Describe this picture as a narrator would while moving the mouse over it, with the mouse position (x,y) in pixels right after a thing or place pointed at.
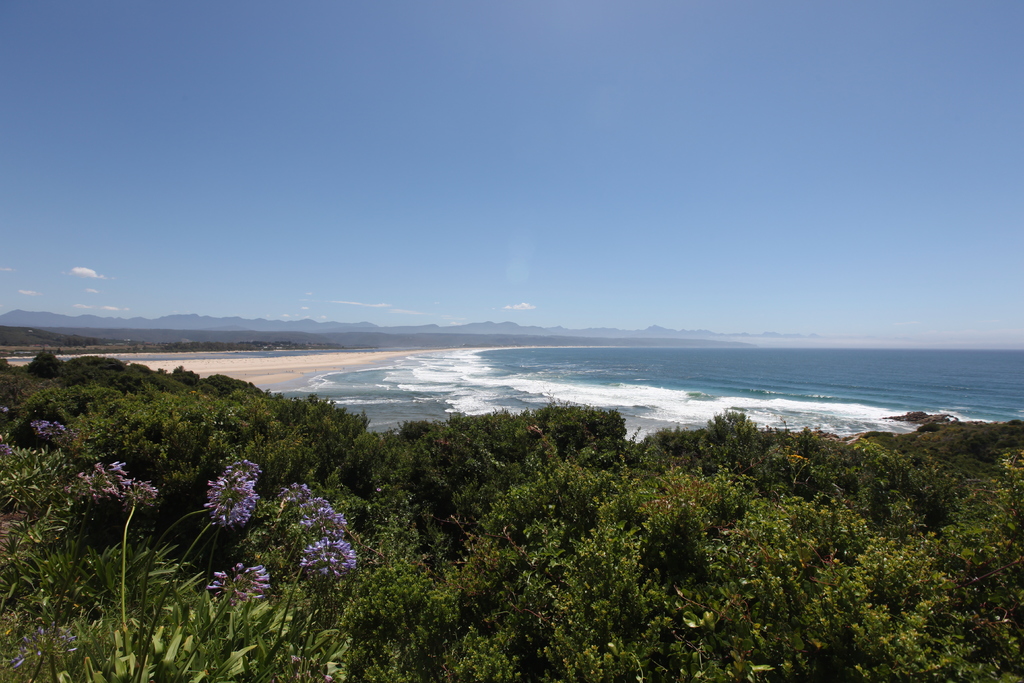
In this image I can see number of trees (373,480) which are green in color and few flowers (310,572) which are purple in color. In the background (269,372) I can see the beach (279,364), few mountains (285,336), the water (560,386) and the sky (459,159).
